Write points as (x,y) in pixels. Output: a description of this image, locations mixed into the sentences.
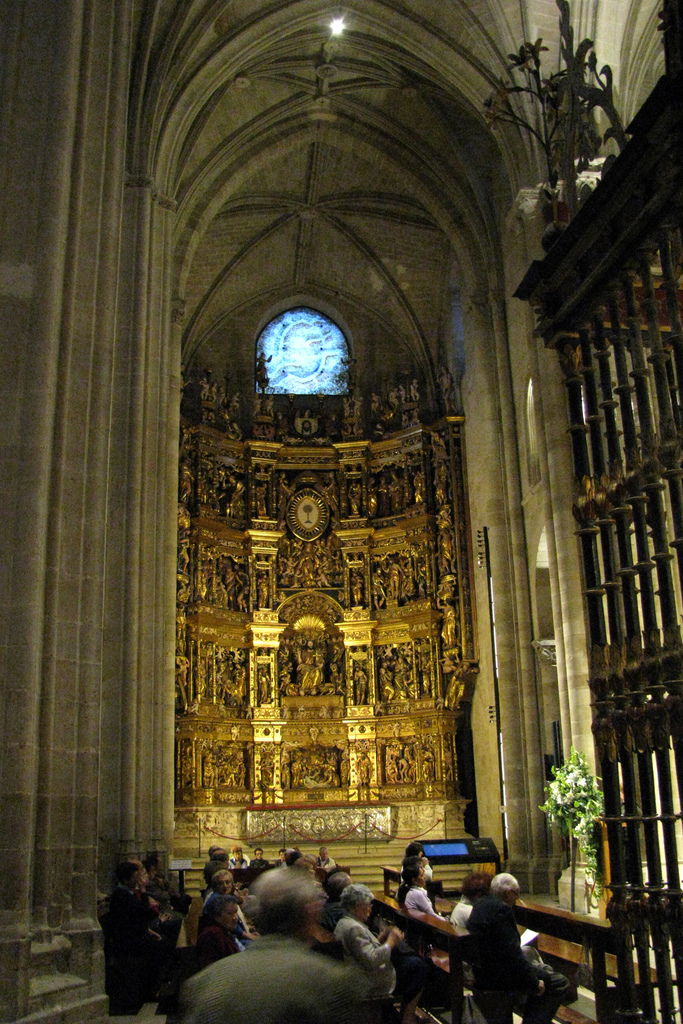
In the image we can see there is a huge building (34,843) in which people (243,860) are sitting in bench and in front (301,916) there is a man (301,935) standing.
